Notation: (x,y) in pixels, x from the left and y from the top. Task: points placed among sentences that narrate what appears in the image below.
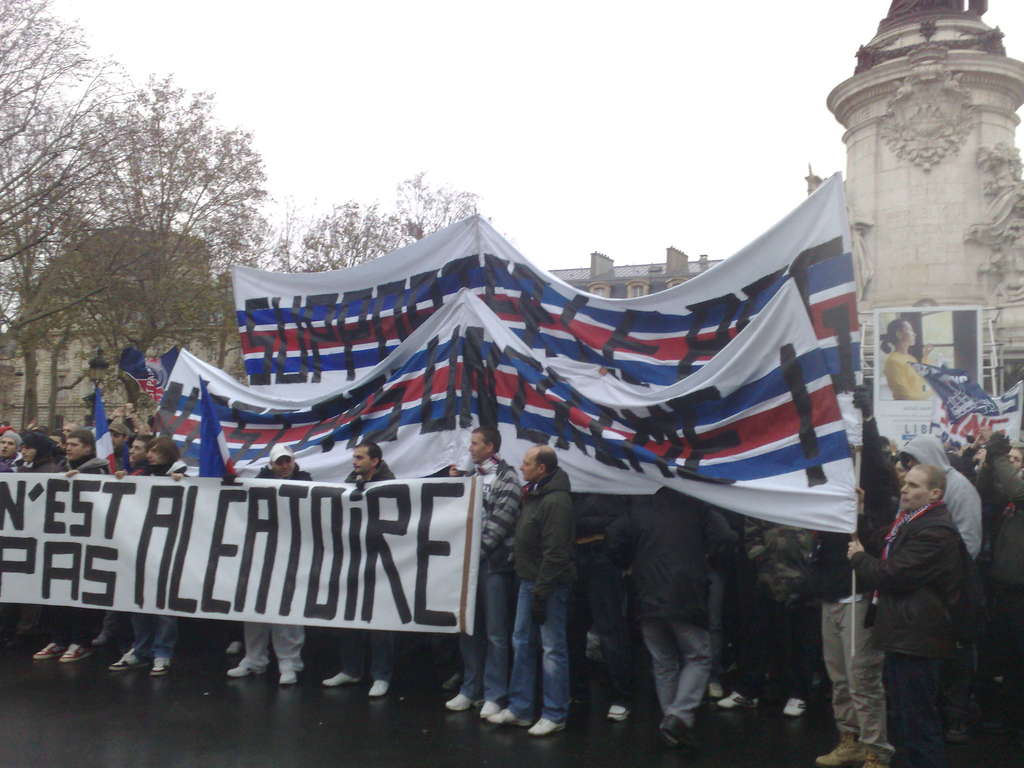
In this image, I can see a group of people (532,570) standing and holding the banners (344,430). In the background (160,317), I can see trees (107,205), a building (692,269) and the sky (663,162).
